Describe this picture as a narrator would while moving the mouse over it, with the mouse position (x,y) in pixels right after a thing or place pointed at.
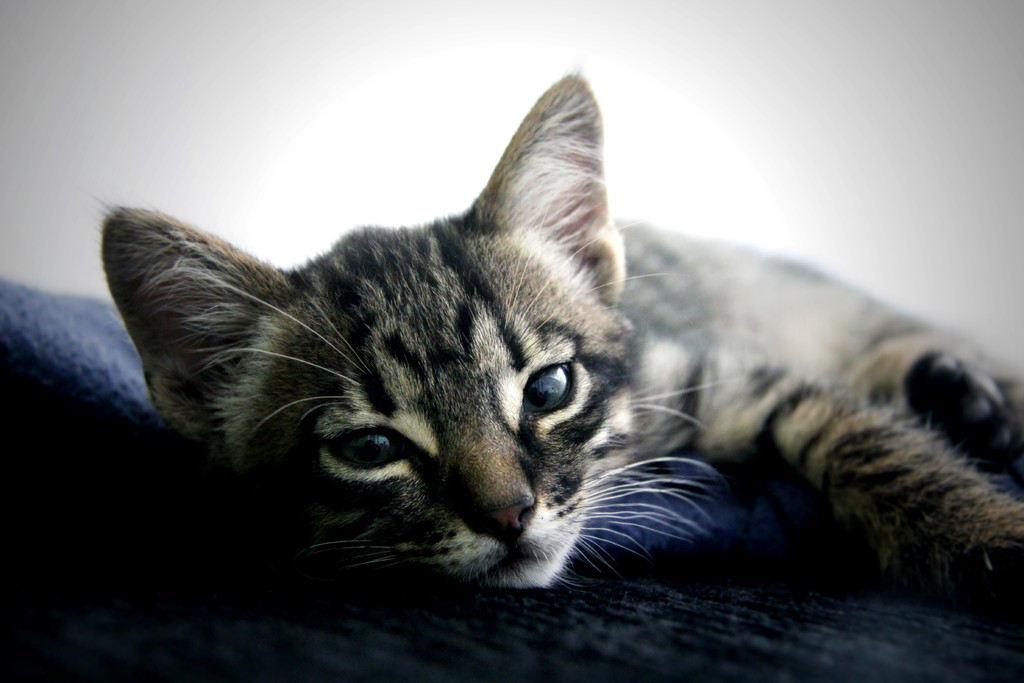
In this image I can see a cat (155,292) might be slept on bed (560,626), in the background (143,147) it might be the wall (624,51).
